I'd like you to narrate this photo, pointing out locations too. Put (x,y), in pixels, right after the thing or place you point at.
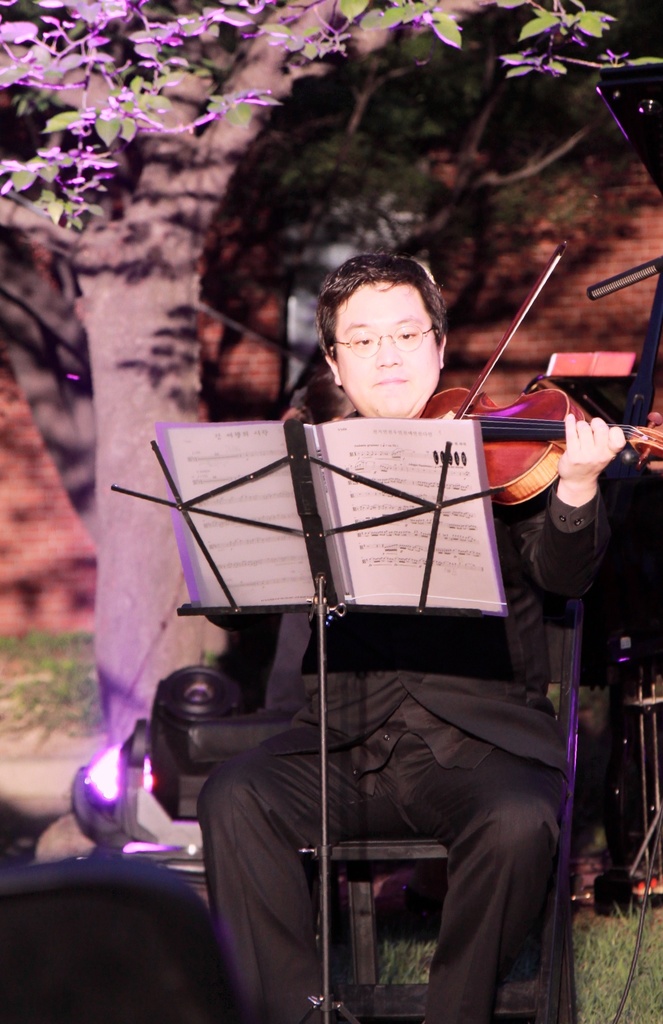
This picture shows man (252,780) seated and playing a violin (488,448) under a tree (166,5) and we see a book (180,432) on the book stand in front of him.
